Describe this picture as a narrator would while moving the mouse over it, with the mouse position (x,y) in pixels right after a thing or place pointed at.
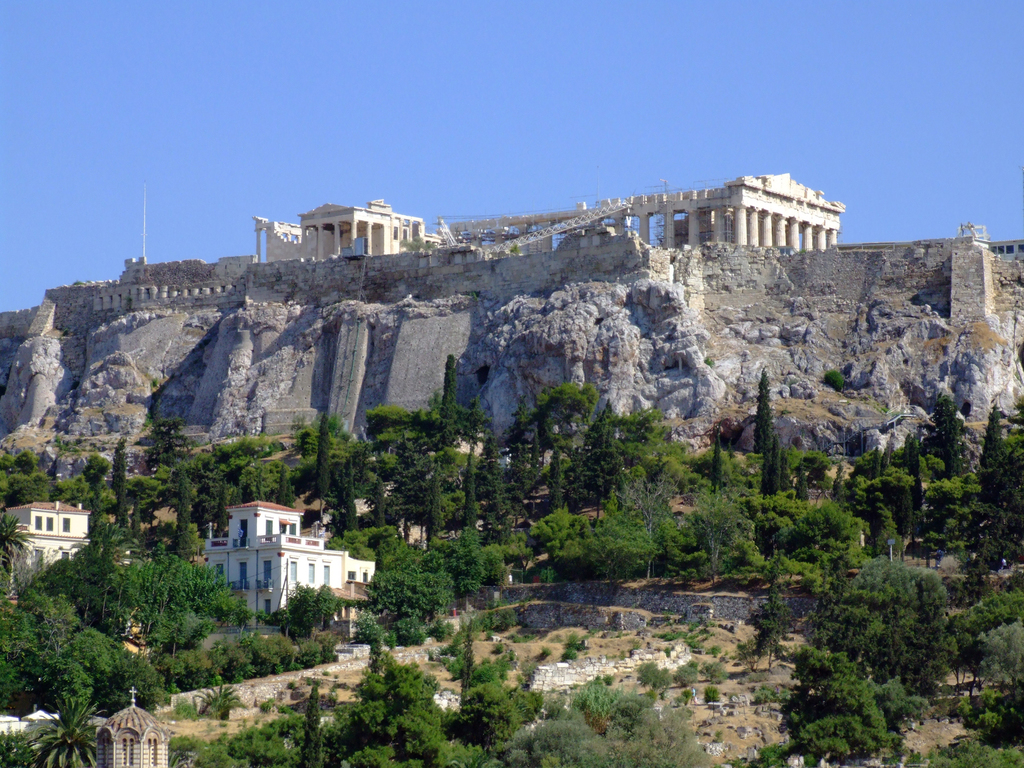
In this image, we can see a fort (505,234), rocks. At the bottom (960,576), there are so many trees (657,711), houses (77,524), holy cross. Top of the image (935,130), there is a sky (453,142).
